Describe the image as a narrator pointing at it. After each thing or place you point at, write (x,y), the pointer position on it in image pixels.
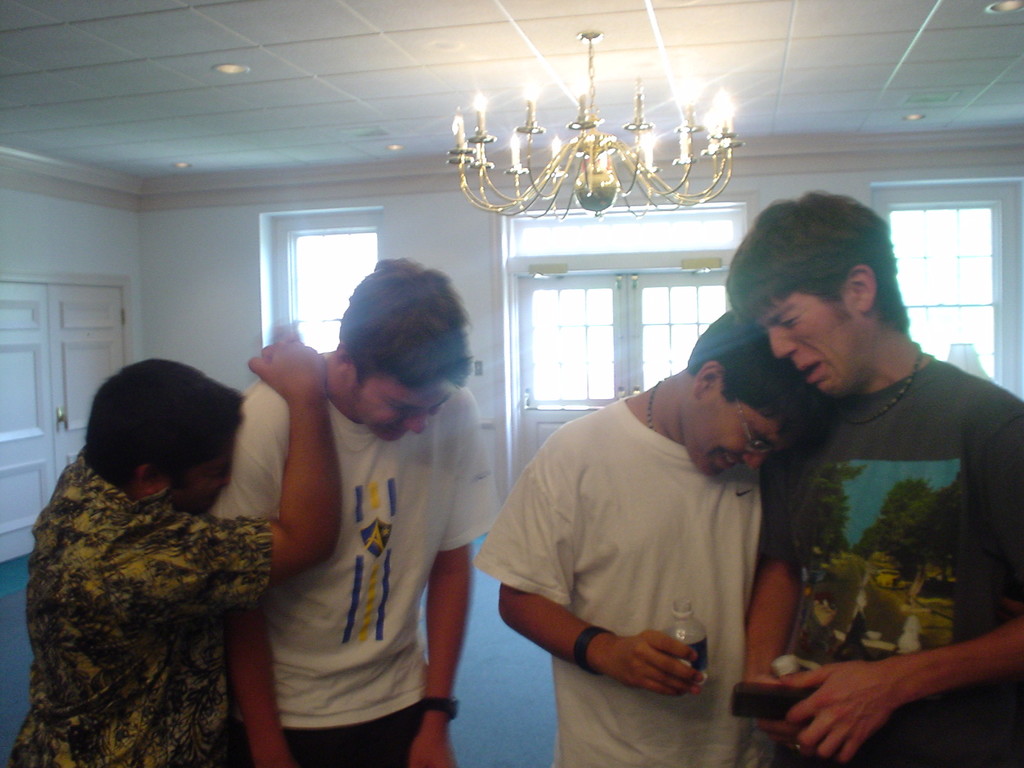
In this image I can see four persons (678,542) standing. In front (640,561) the person (648,550) is wearing white color shirt (622,752) and holding the bottle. I can also see the chandelier (470,142), background (346,262) I can see few windows (971,277) and the wall (219,290) is in white color.
